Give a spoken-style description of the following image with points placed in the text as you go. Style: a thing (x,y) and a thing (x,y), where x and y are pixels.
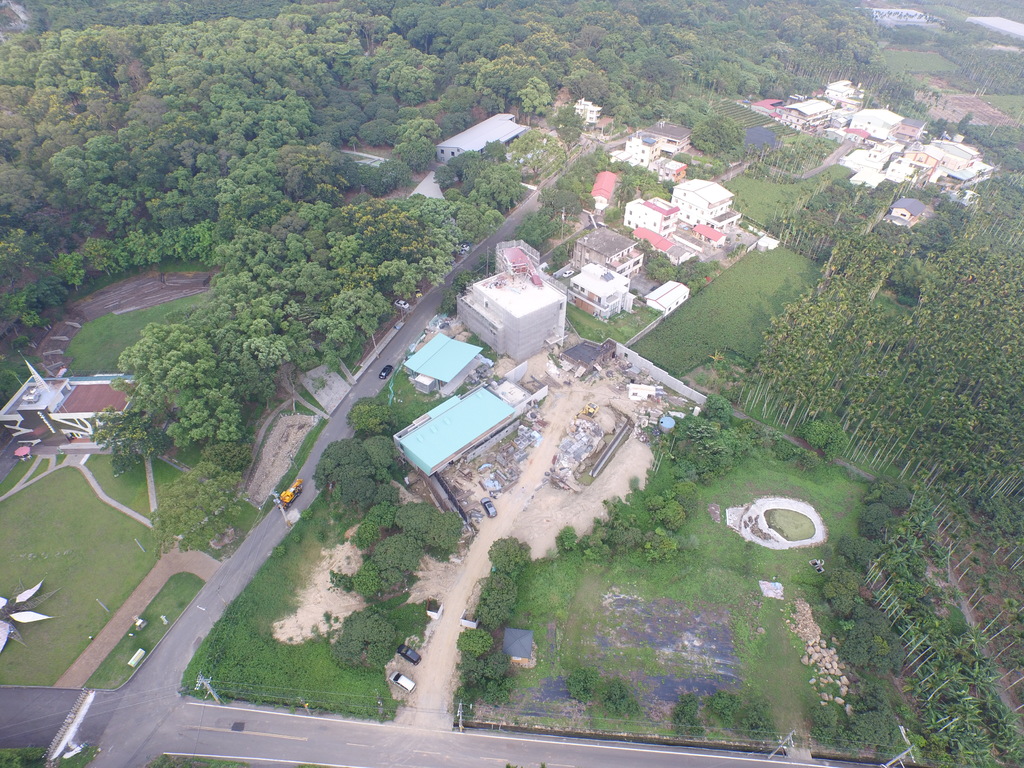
This image is clicked from the top view. In which we can see many buildings (95,393), cars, roads (194,616), and trees (712,132). At the bottom (19,650), there is green grass (574,666) on the ground (376,672).
